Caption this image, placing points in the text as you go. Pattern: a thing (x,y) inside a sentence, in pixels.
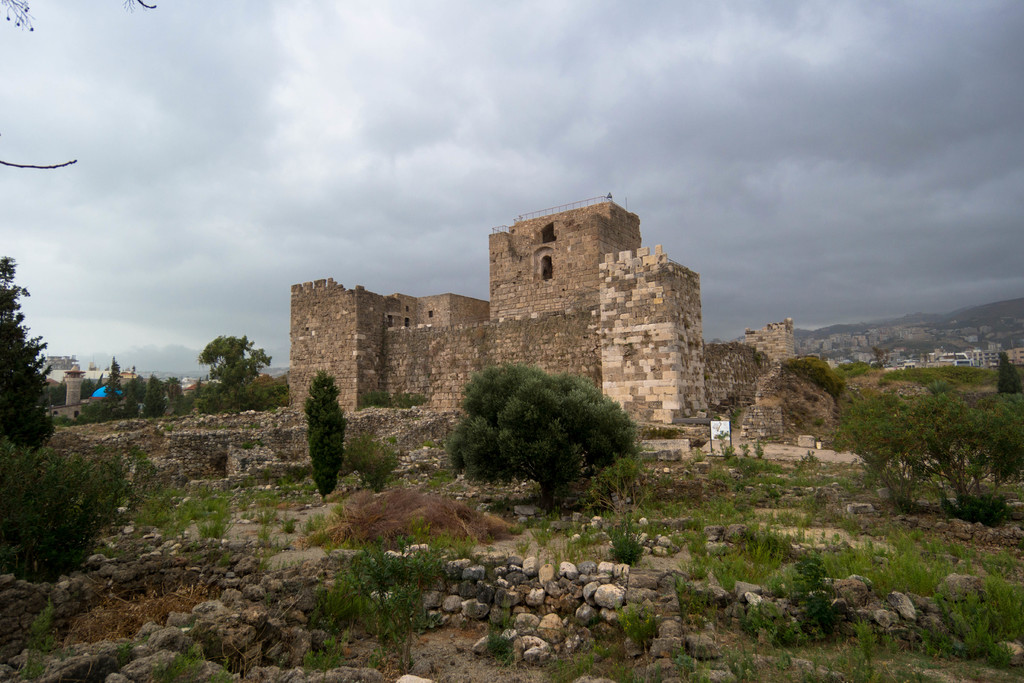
In this image we can see a building (526,305), in front of the building (481,366) there are trees (44,422), grass (737,458) and stones (631,591) and in the background (831,347) there are few buildings (810,346) and sky (607,165) with clouds (315,181).
